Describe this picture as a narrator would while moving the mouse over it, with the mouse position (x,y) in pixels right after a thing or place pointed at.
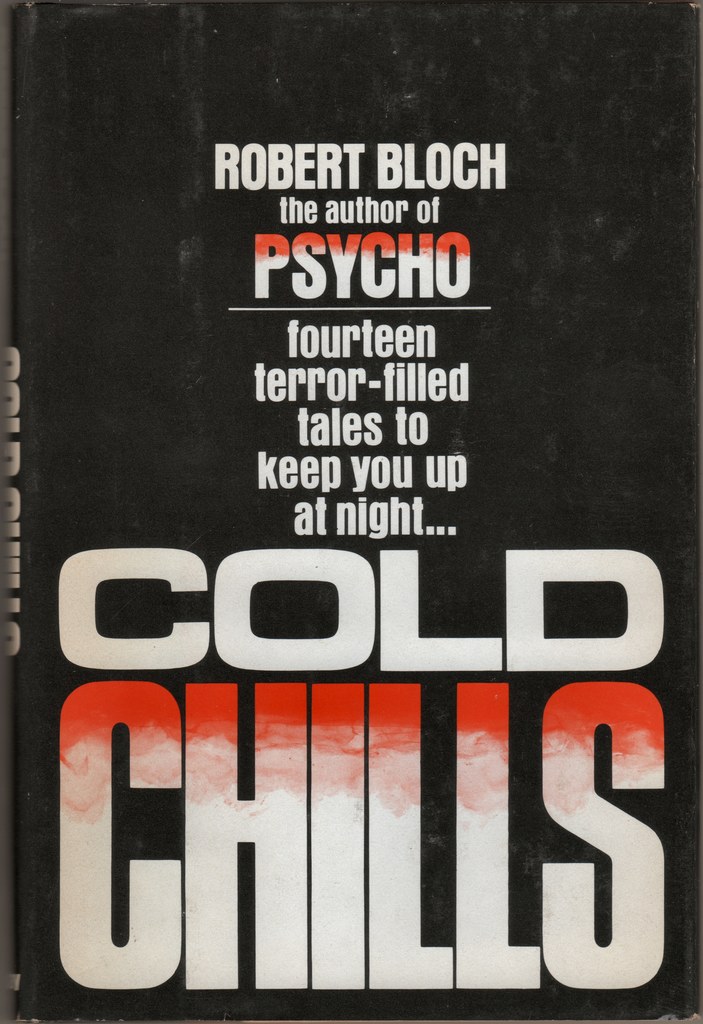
This picture contains a black color thing (311,374) which looks like a book (315,416). We see some text (276,822) written on this book (301,586).
